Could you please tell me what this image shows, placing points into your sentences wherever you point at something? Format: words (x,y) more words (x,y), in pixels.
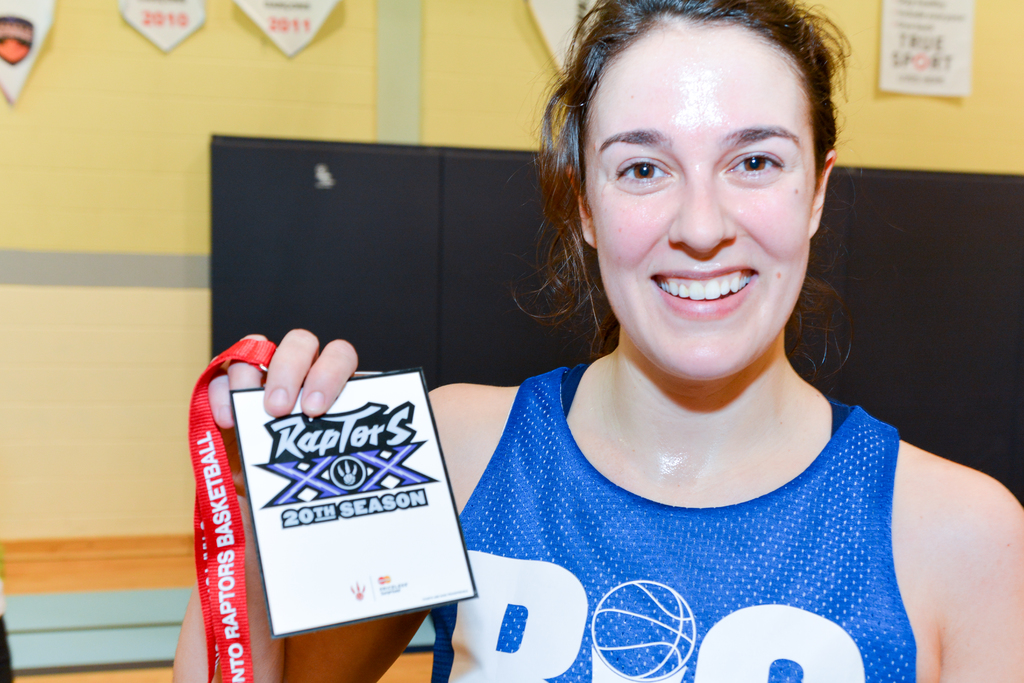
In this image, we can see a woman (769,469) is seeing and smiling. She is showing some card (339,427) with tag (246,616). Background (980,394) we can see black color object (475,302), wall (94,175), stickers (883,87) and wooden surface (151,558).
